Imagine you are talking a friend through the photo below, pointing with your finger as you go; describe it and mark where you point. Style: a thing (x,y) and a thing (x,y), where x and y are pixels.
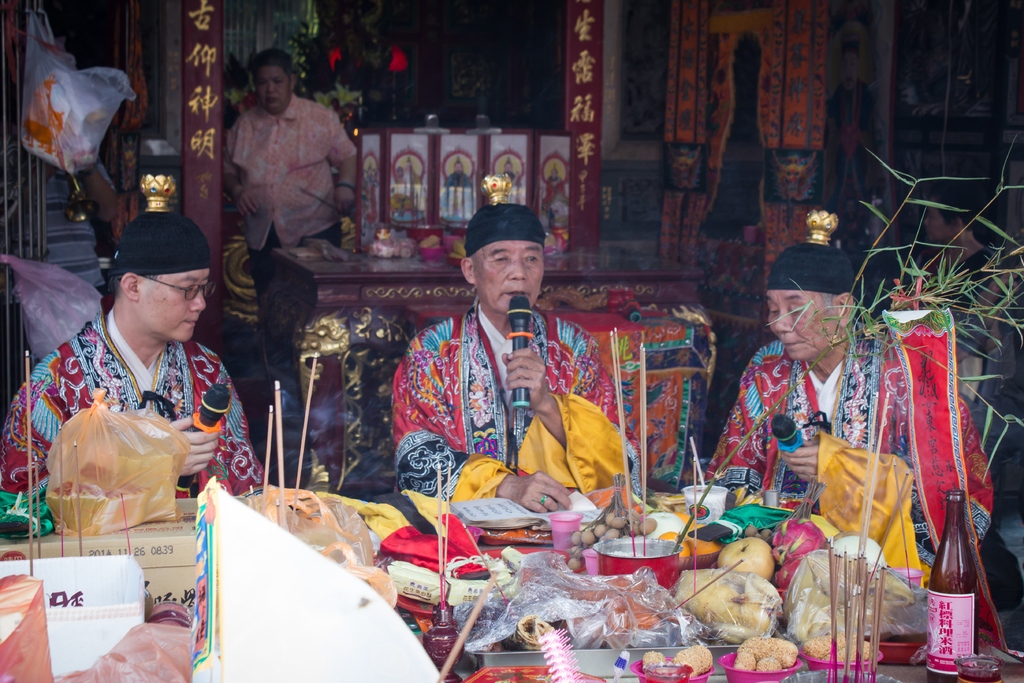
In this picture we can see three persons (250,450) sitting in the front (507,452), they are holding microphones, in the background (279,189) there is a person (269,158) standing, we can see a bottle (969,622), plastic bowls (795,664), sticks (846,658) and some other things (745,550) present here, on the left side (168,575) there is a cardboard box (152,568), in the background (416,184) we can see photo frames (432,187) and clothes (677,210), we can see a plastic bag (88,110) at the left top of the picture (88,110).
